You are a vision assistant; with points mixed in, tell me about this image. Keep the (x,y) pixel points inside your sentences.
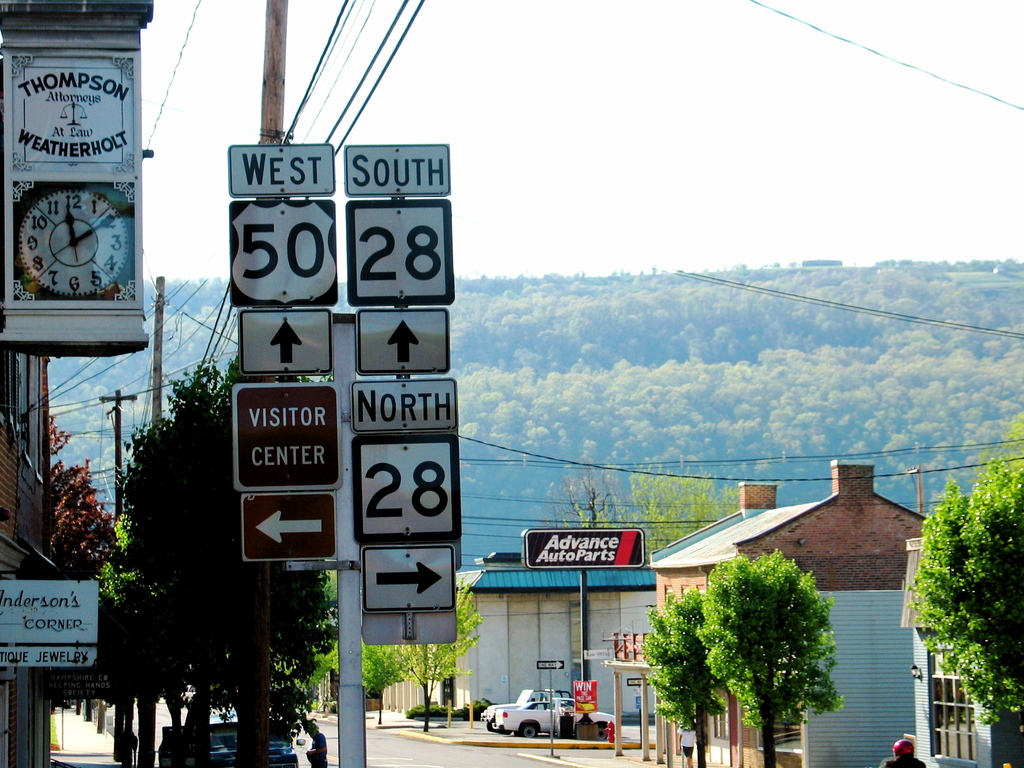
In this image we can see a pole (338,506) where the left side of the pole (326,179) says it is West and right side of the pole (368,185) says it is south and here there is also a building (20,416) where we can see a watch (64,196) where we have a name plate (128,163) where the name is Thompson Weather Holt and below the building (1,735) we have another boarding (14,599) Anderson's Corner and towards right side of the image (828,720) we have some houses (749,730) and there is also a road (504,761) and there are also two cars (598,716) which are parked over here and we can also see a person (899,755) who is wearing a red color helmet (907,751) and there are also some trees (728,308) at the back (900,321) which are light green in color and it is sunny.
